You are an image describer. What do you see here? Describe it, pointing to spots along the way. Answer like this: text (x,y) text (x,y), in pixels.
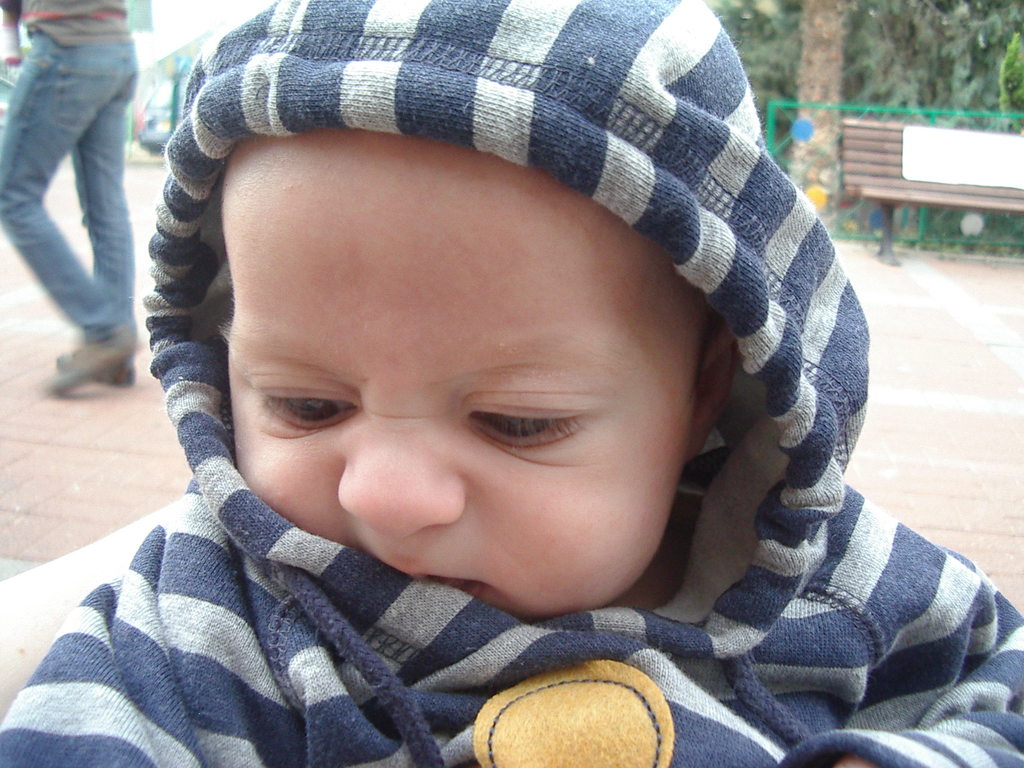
In this image we can see a kid (515,457) wearing blue and white sweater (446,698), behind to him a person (90,161) is walking and also there is a bench (928,192), and some trees (853,43).
